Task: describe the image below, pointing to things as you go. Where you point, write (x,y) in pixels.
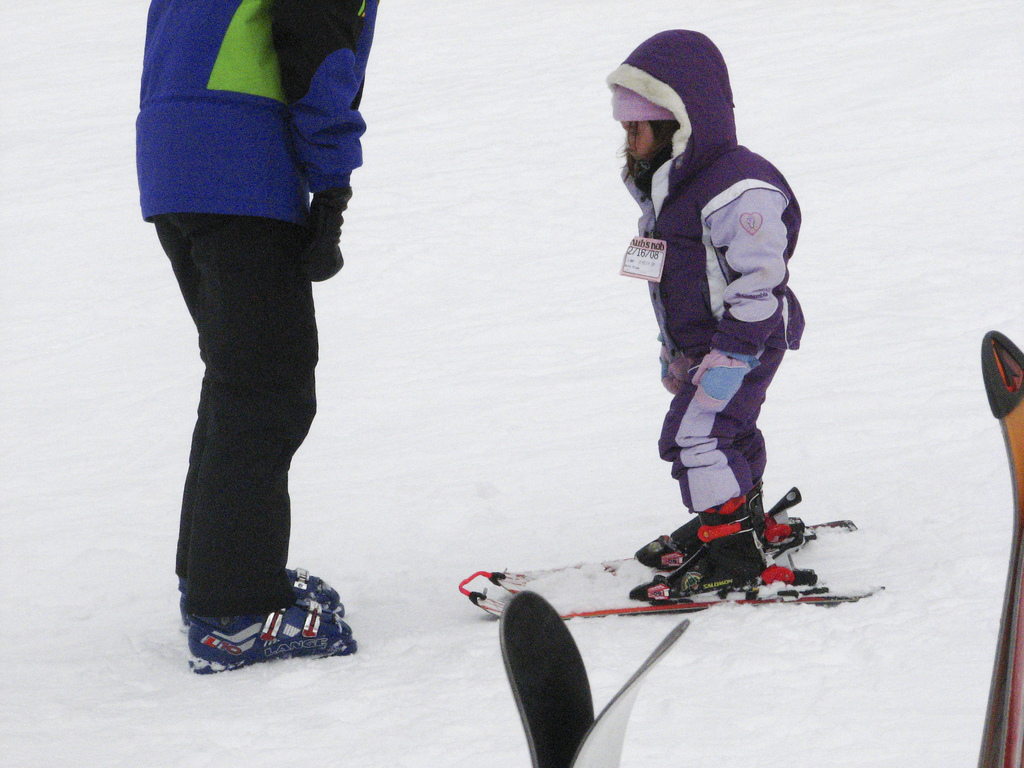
In this picture there is a person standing on the ski boards (787,525). There is an another person (316,642) standing. In the foreground (515,680) there are ski boards (597,723). At the bottom (716,657) there is snow (521,430).
